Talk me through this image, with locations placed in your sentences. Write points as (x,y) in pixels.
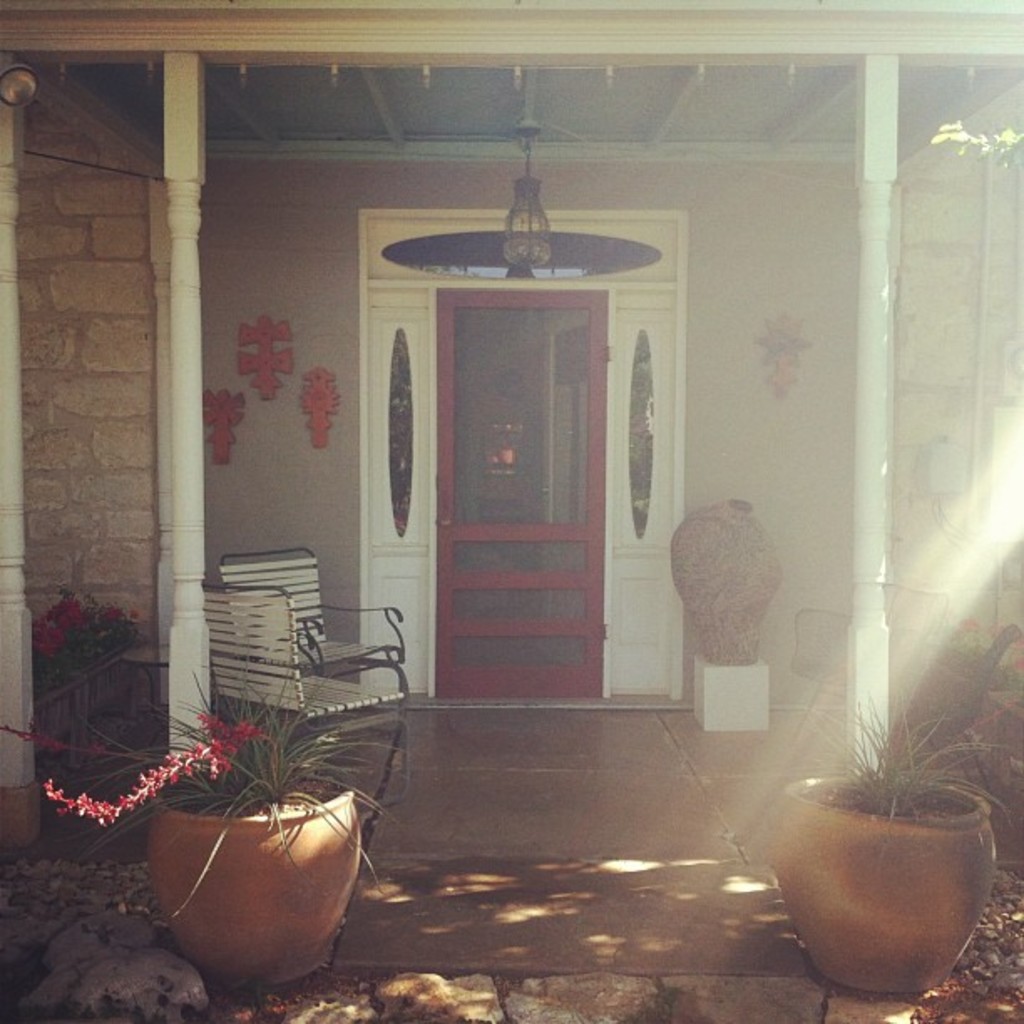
In this image we can see a house (371,519) with a door (482,693) and poles (195,701). We can also see some plants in the pots (112,659), a bench (55,717), some chairs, a statue (694,561) and a roof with a ceiling lamp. We can also see some stones (989,960) and plants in the pots (302,811) which are placed on the ground (767,741).
